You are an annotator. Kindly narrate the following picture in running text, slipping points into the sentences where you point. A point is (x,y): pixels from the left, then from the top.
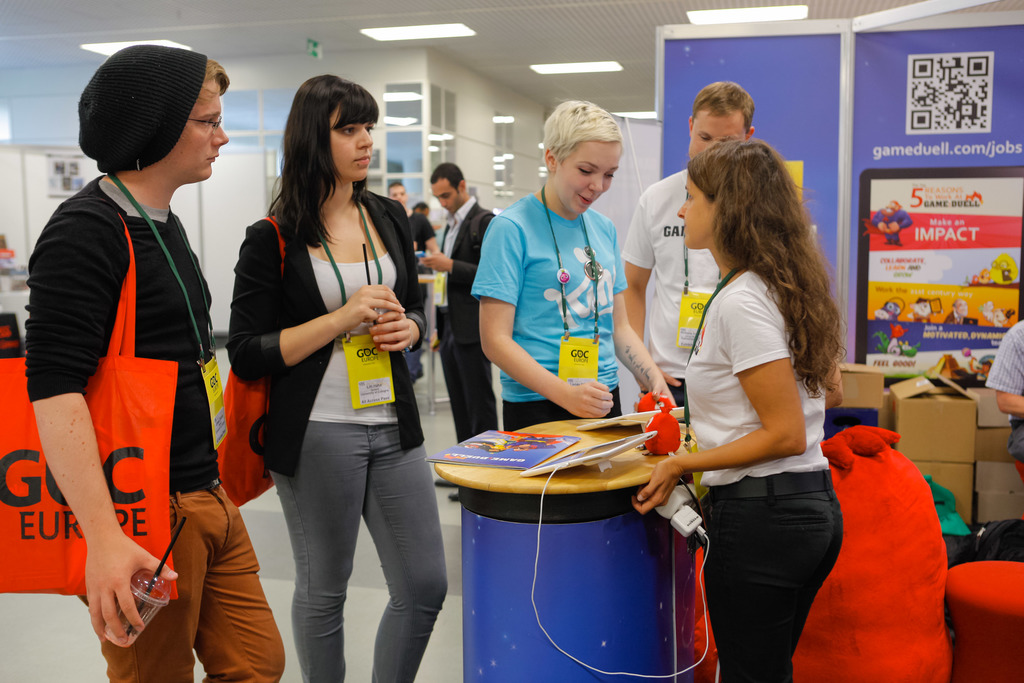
In this image we can see a group of people (412,530) standing on the floor (285,641). In that a man (258,624) wearing a bag (30,554) is holding a glass (157,607) with straw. We can also see a table (481,649) beside them containing a display screen (585,450), doll (652,425) and a book (561,435) on it. On the right side (959,262) we can see a board (880,346) with some text (921,266) and barcode (984,123), some cardboard boxes (917,410), a doll (865,524) and a stool (996,636). On the backside (484,116) we can see a wall (480,144), windows (450,152) and a roof (336,35) with a signboard (312,43) and some ceiling lights (579,69).
